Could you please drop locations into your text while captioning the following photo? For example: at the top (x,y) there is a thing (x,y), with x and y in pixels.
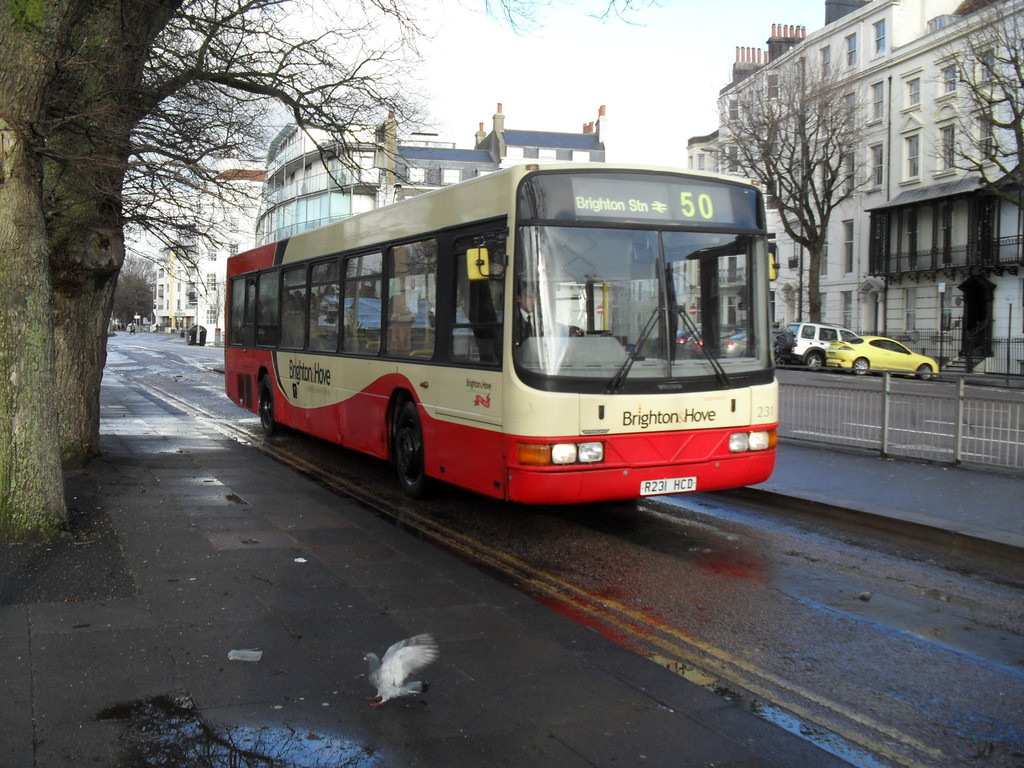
This picture is clicked in the city. Here, we see a bus (492,304) in white and red color is moving on the road (718,559). Beside that, we see iron railing (858,434) and on the right corner of the picture (865,361), we see yellow and white car (866,344) parked on the road (858,378) and we even see buildings (745,163) and trees (179,242). At the bottom of the picture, we see a bird (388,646) and at the top of the picture (523,108), we see the sky (395,50).
